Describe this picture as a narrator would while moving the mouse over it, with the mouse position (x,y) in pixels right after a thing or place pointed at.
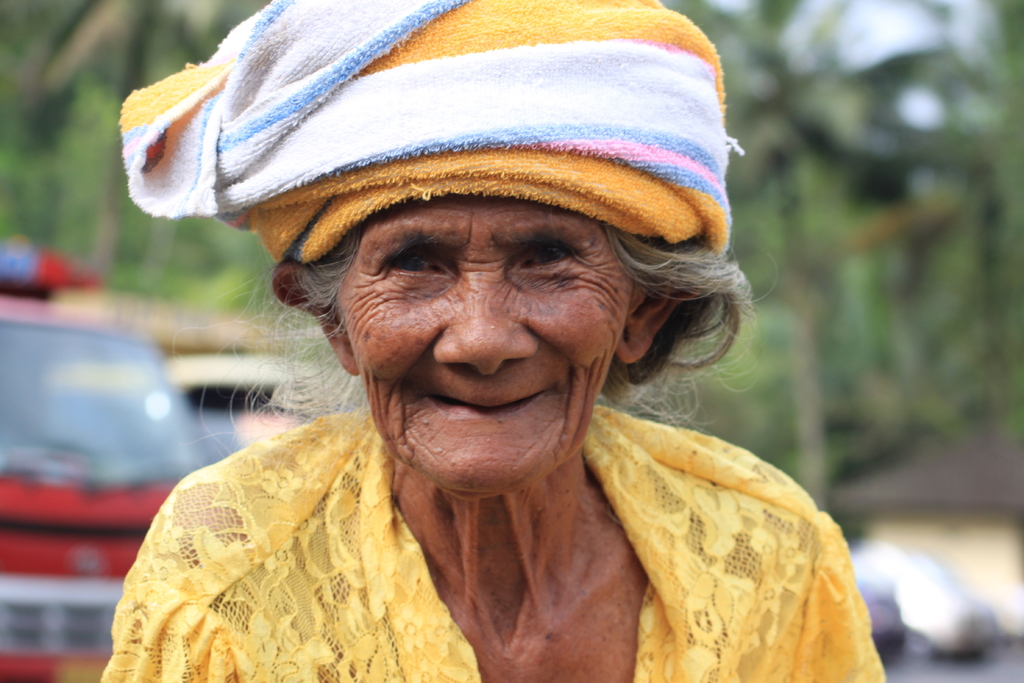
Here I can see an old lady (489,514) wearing a yellow color dress (241,545) and headband (397,123) and smiling. On the left side (56,494), I can see a vehicle (23,491). In the background (794,336) there are some trees (868,178).
